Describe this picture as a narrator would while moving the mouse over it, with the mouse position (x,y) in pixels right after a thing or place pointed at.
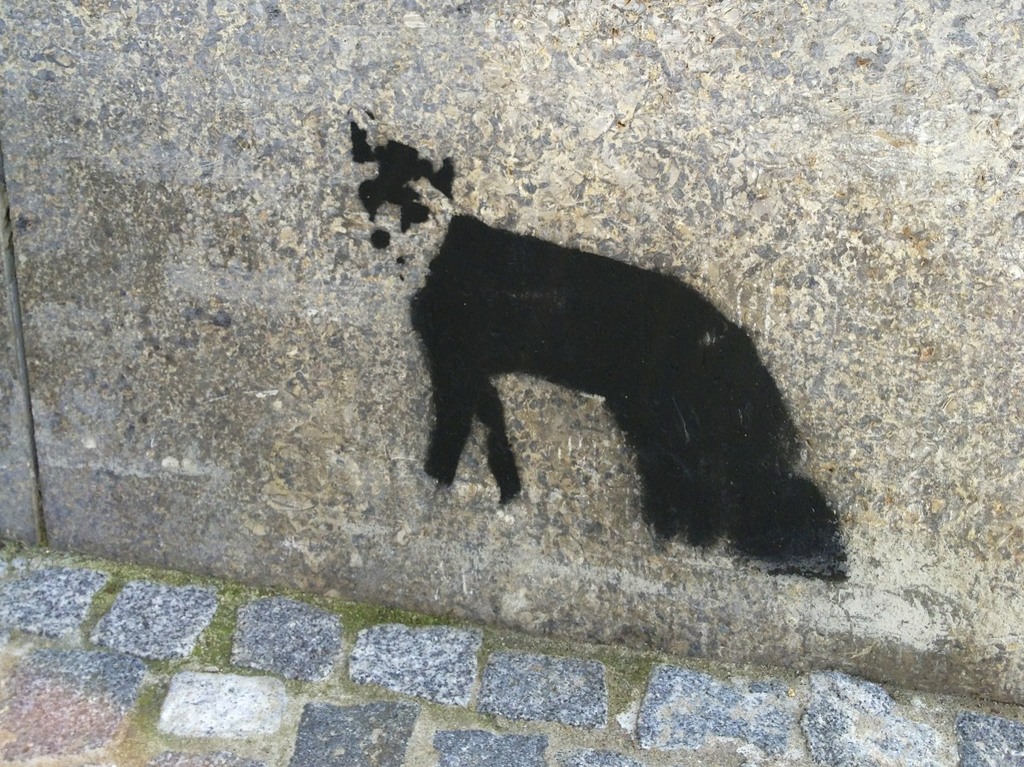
In this picture it looks like a painting (643,426) on the wall (565,417). It is in black color.
